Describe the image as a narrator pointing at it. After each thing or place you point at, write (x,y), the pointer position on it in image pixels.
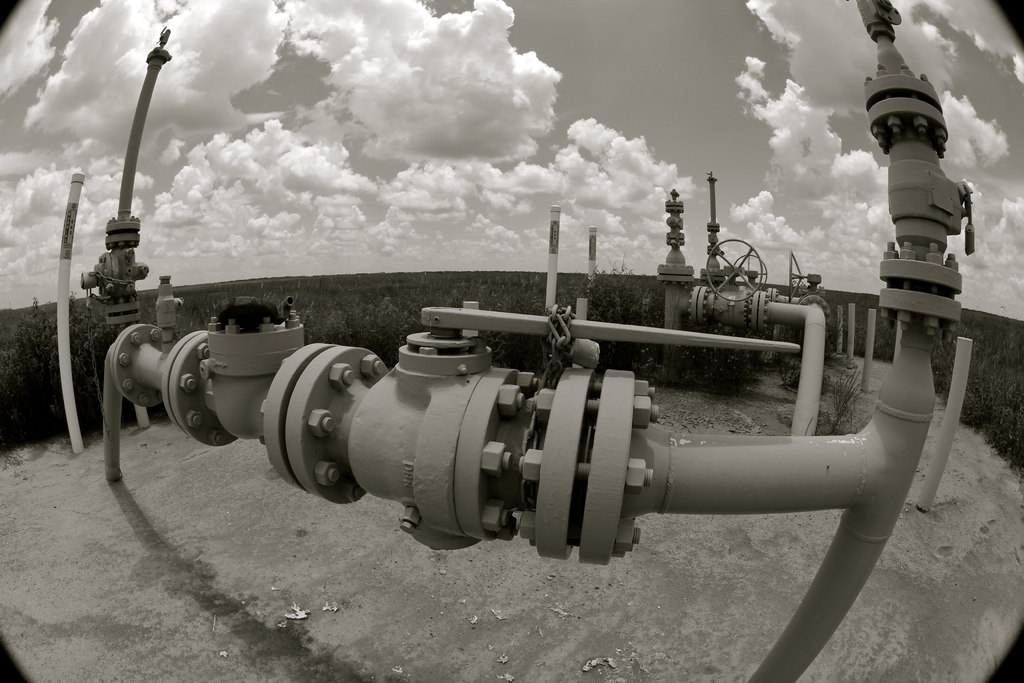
Sky (536,176) is cloudy. Here we can see plants (512,311), poles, extension valves (721,253) and bolt nuts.
